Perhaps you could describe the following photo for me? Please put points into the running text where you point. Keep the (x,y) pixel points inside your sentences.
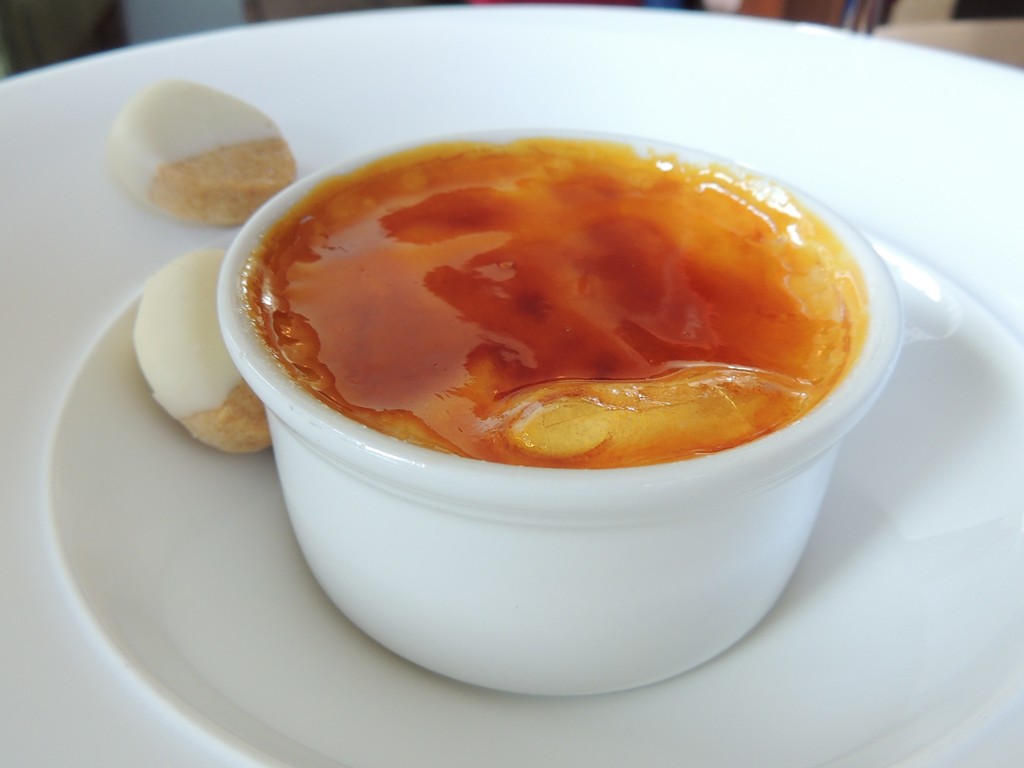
In this picture I can observe some food (508,245) placed in the bowl (386,326). The bowl (399,523) is on the plate (70,145). The plate (161,554) is in white color.
